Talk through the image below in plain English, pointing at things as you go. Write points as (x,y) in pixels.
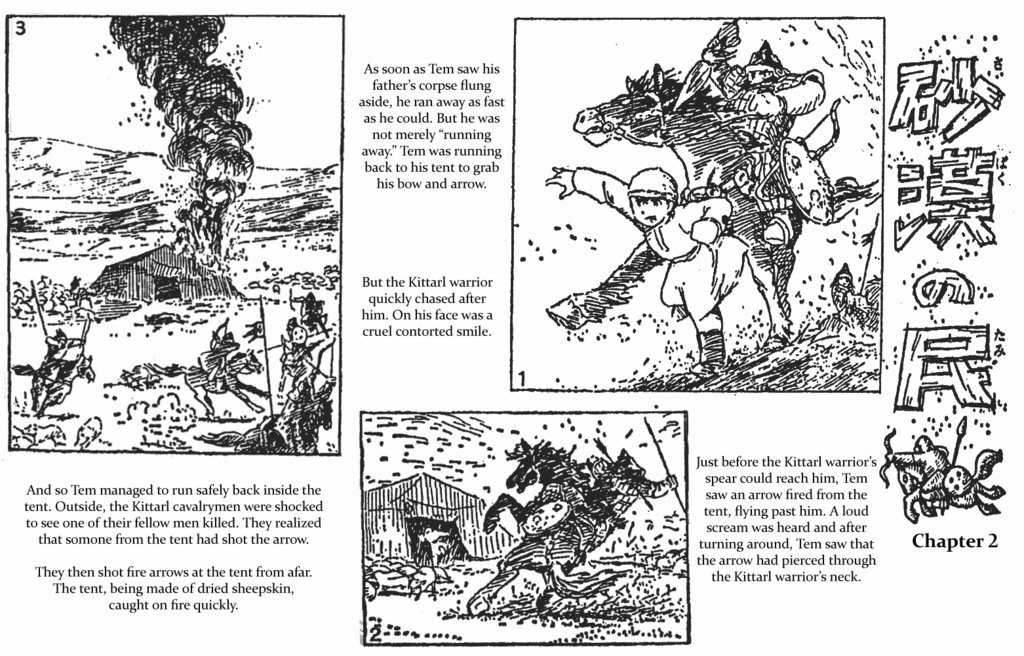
In this image there are few paintings (799,211) of few pictures (748,227) and there is some text (872,504). Left side (186,279) there is a house (143,254). Before it few persons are sitting on the horses (183,377). Right side (713,271) there is a person (706,308) running. Behind him there is a person (762,113) sitting on the horse (670,130). Bottom of the image (566,581) there is a horse (534,535), beside there is a tent (481,531). There is some text (84,492) beside the painting (329,278).
